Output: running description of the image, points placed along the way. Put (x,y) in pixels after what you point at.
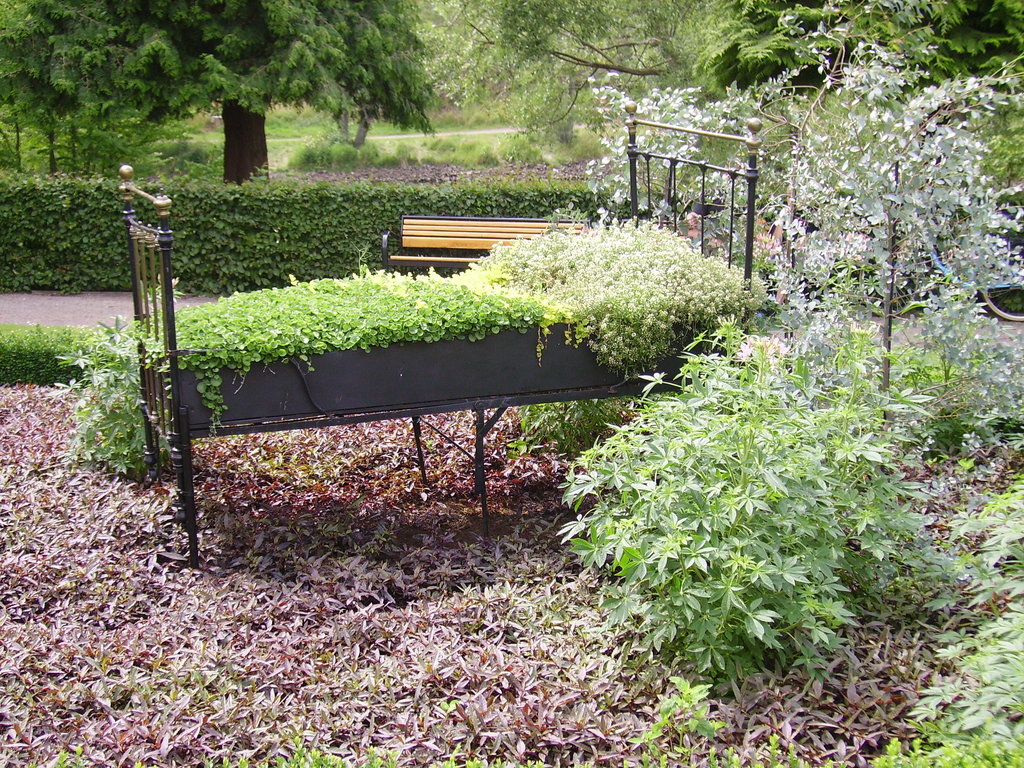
In this image, we can see some plants (877,247) and trees (394,21). There is a cot (495,385) in the middle of the image (616,288) contains climbing plants (616,312).
